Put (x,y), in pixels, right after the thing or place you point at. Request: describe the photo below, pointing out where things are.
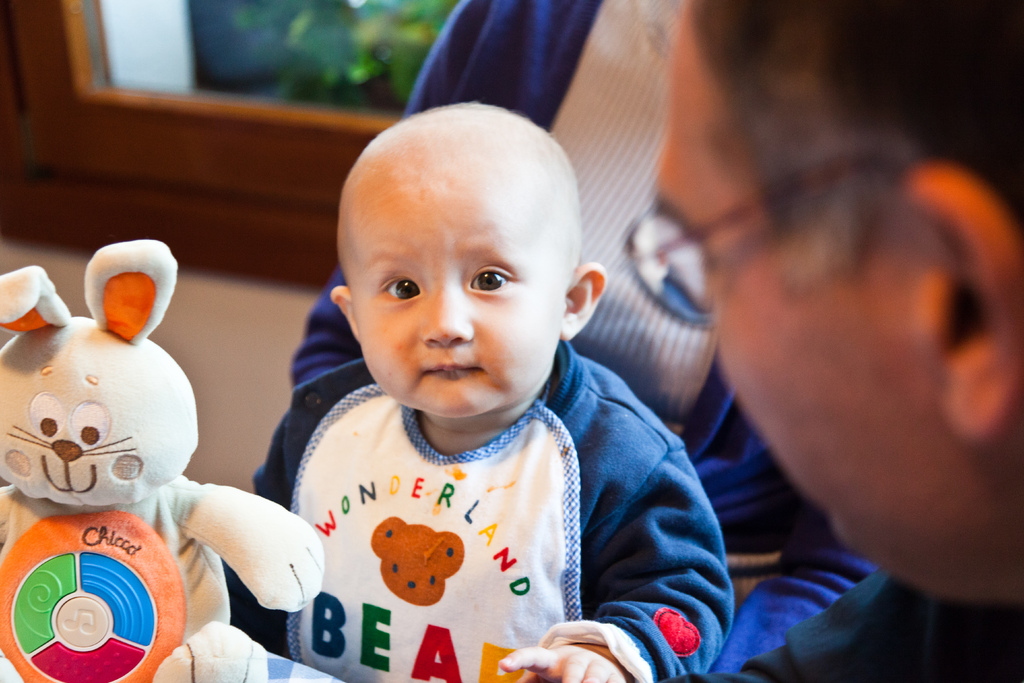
In this image I can see a child (432,372) wearing blue and white colored dress (477,512) and a toy (234,539) which is cream, orange, green, blue and red in color in front of him. I can see a person's head (753,238) wearing glasses (684,232). In the background (306,231) I can see the wall (248,341) and the window (274,38) through which I can see few trees (338,72).
